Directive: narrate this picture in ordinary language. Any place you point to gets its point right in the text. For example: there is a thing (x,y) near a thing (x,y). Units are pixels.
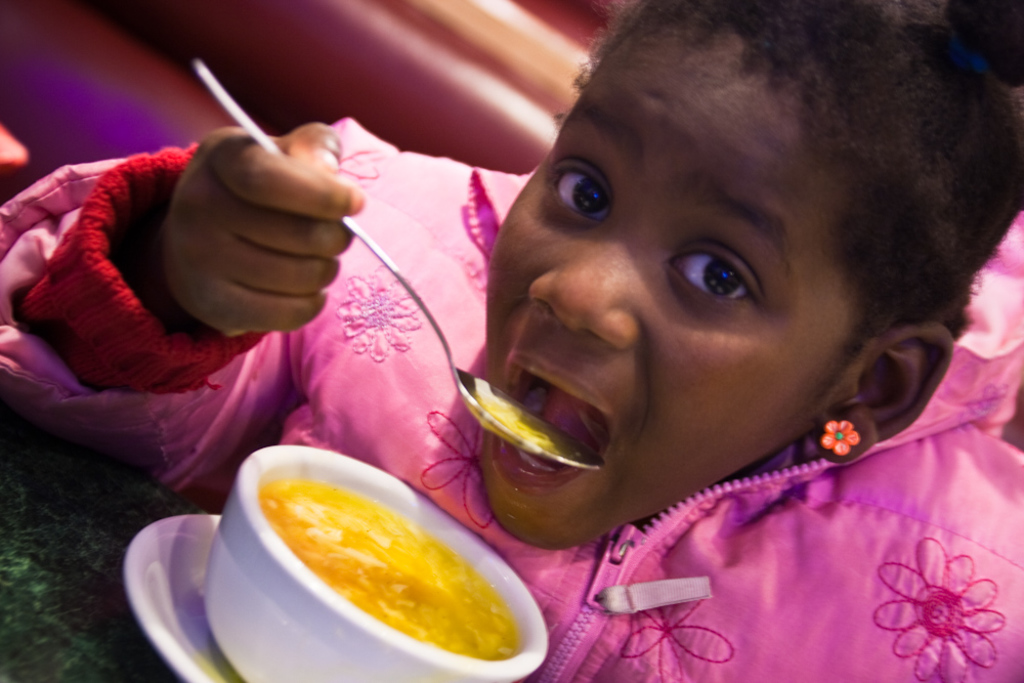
This picture is mainly highlighted with a human (761,558) and i guess its a girl (504,230). In Front of the picture we can see a plate (186,608) and bowl (369,628) in which there is food (376,581) and she is having a food (481,404) with spoon (504,434). She is wearing a pink jacket (879,592) and she is wearing a flower studs (850,434) to her ears (862,438). On the left side of the picture (8,155) we can see a hand (9,146) of the person (43,176). Here it is a cloth (69,587).
